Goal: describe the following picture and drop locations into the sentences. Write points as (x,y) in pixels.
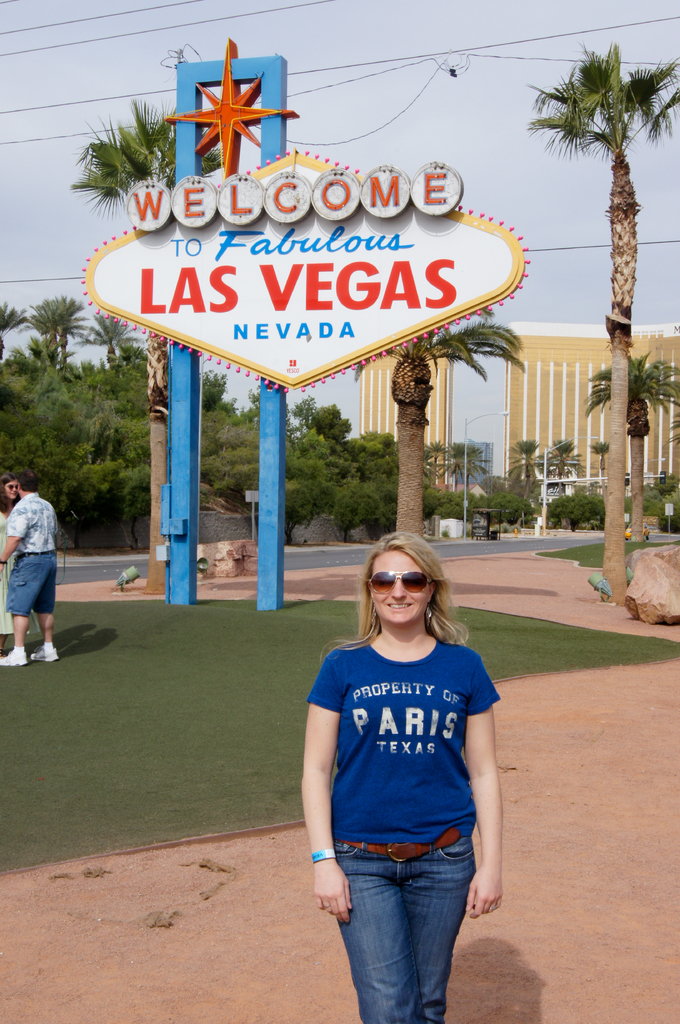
In this image I can see three people (35,560) with different color dresses (35,577). In the background (268,343) I can see the colorful board (246,368). I can also see the road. To the side of the road (97,580) there are many trees (319,459) and the poles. I can also see the building (575,386) and the sky (365,98) in the back (365,98).
